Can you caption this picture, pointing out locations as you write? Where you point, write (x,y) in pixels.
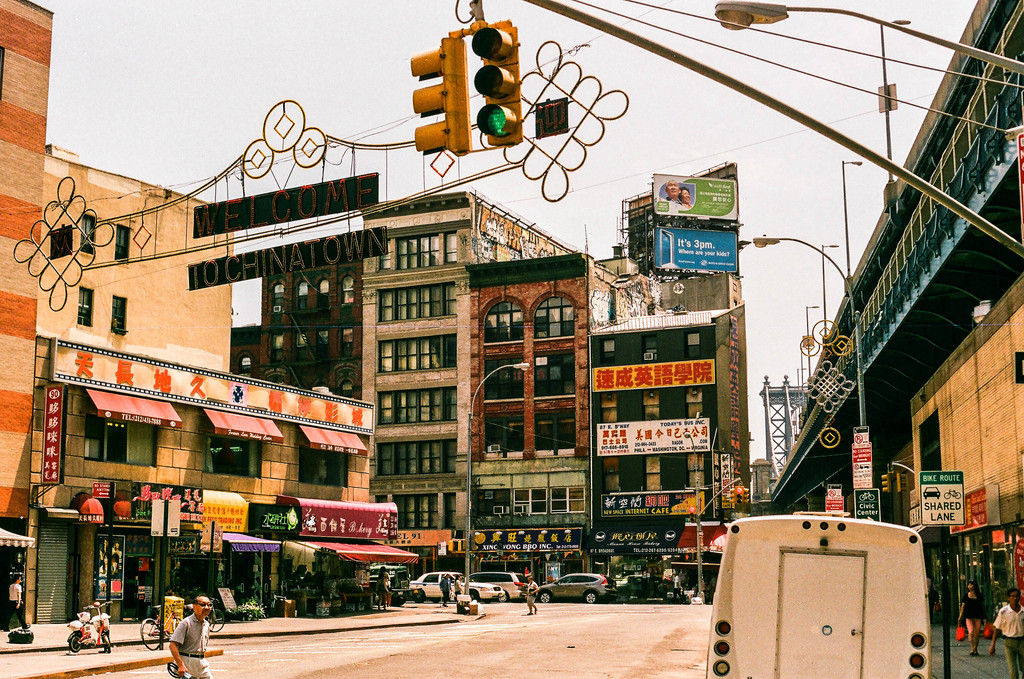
In this image I can see the road (357,653). On the road (301,653) I can see few people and vehicles (591,602). To the side of the road (365,642) there are light poles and the buildings (577,417) with windows (453,450). There are many boards (708,440) to the buildings (566,414). I can also see the sky (532,203) in the back (676,40).
